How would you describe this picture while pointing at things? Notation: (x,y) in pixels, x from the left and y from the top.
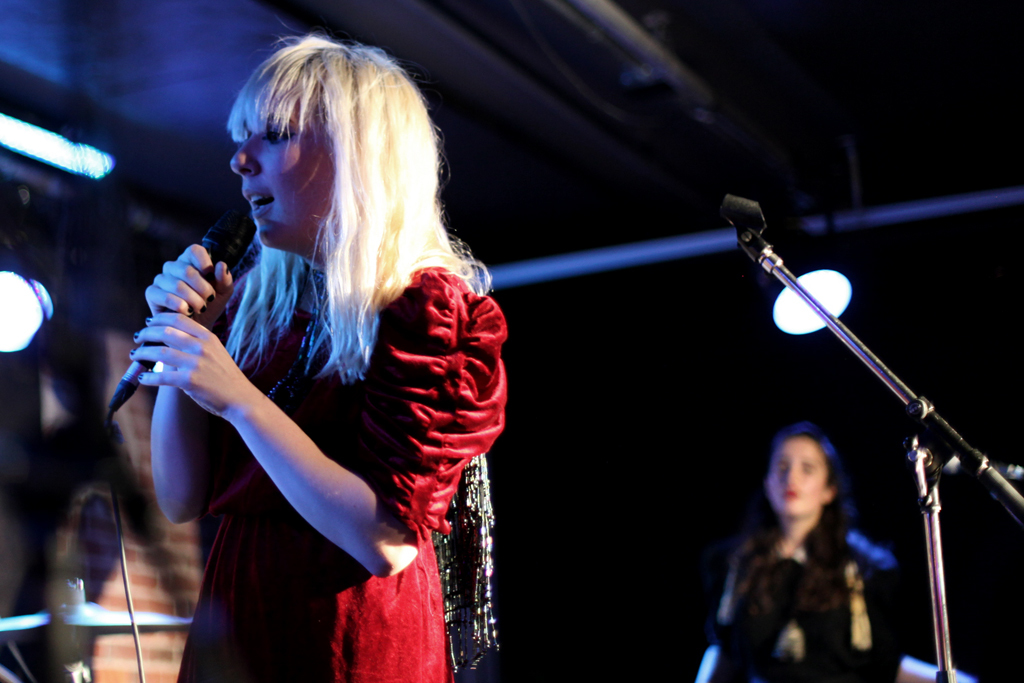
In the image we can see there is a woman (177,374) who is standing and holding mic (146,366) in her hand (231,279) and at the back (820,517) there is another woman (819,580) standing and the image is little blurry.
